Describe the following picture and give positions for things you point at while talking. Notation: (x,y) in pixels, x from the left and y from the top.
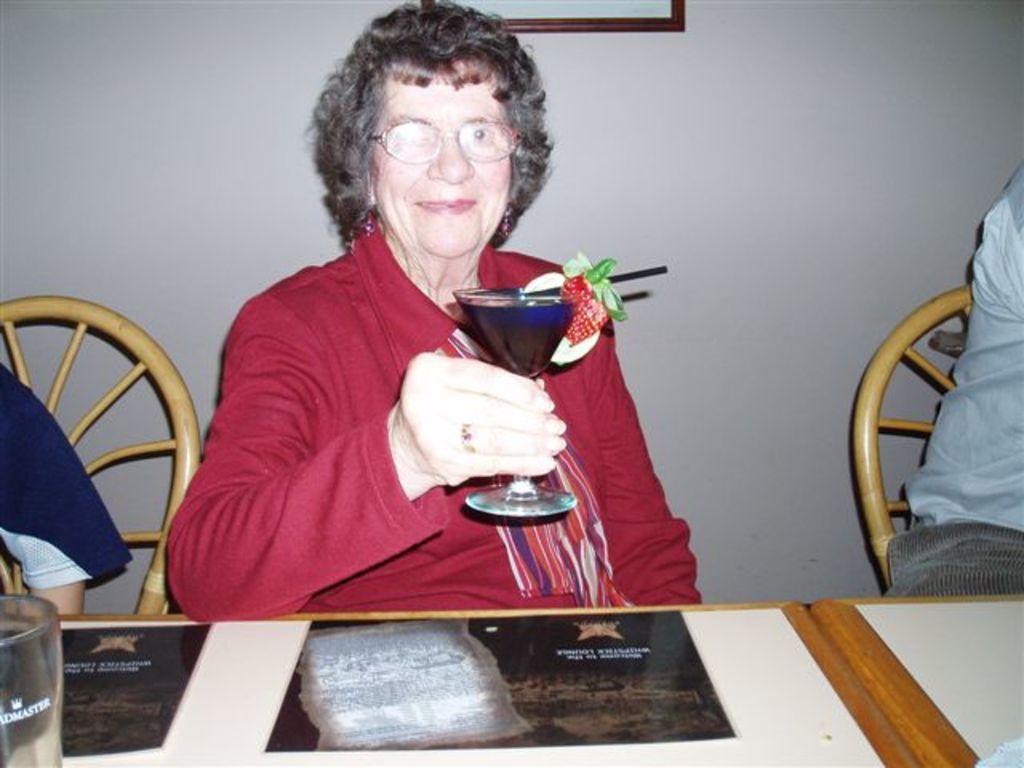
This picture shows a woman (368,367) wearing a red dress (354,363) and spectacles (397,143) holding a wine glass (497,334) in her hand (516,401), sitting in the chair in front of a table (803,628) on which paper (462,661) is placed along with a glass (33,680) here. In the background (697,95), there is a wall (235,164) to which a photo frame (587,22) was attached.
